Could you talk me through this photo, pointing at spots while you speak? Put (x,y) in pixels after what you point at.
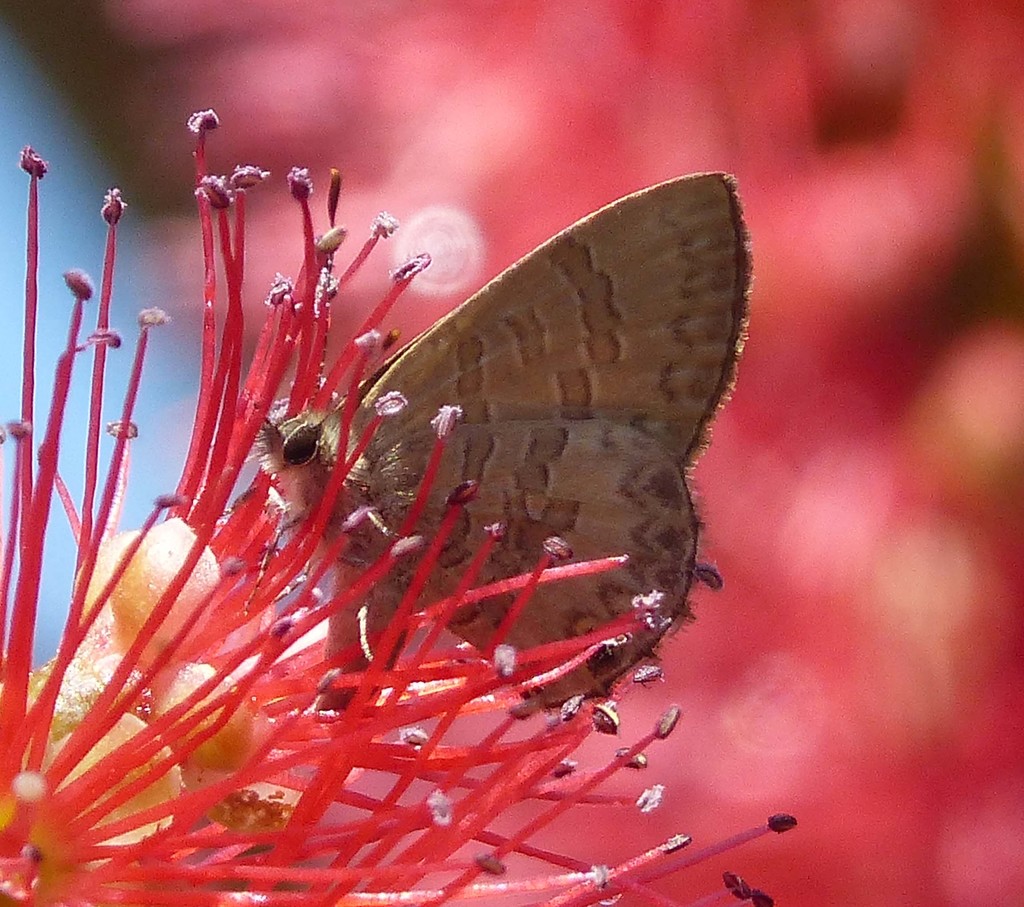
In this picture we can see an insect (505,578) on a flower (143,720). Background (101,86) is blurry.
